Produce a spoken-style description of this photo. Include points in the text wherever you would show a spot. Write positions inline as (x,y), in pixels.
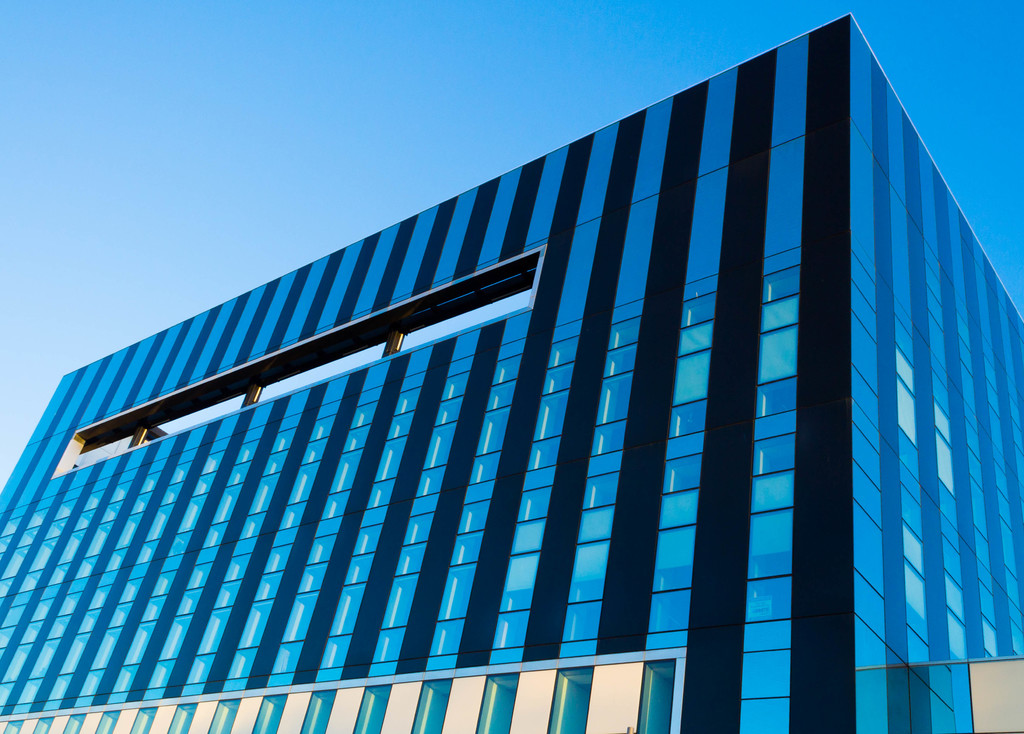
In this image, we can see a glass building (567,395). Here we can see few pillars (252,392). Top of the image (483,99), there is a sky (441,103).
